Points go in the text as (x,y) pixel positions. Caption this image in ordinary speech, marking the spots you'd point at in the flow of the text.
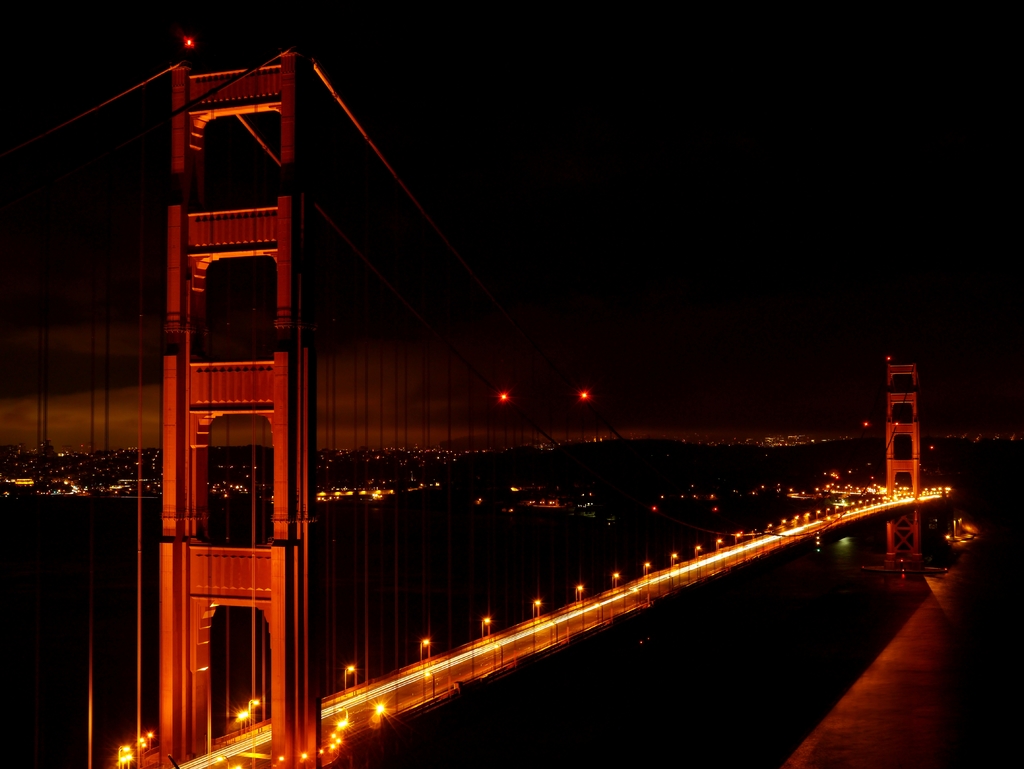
This is an image clicked in the dark. Here I can see a bridge (327,715) along with two towers (228,587). In the background (336,487) there are many lights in the dark.
